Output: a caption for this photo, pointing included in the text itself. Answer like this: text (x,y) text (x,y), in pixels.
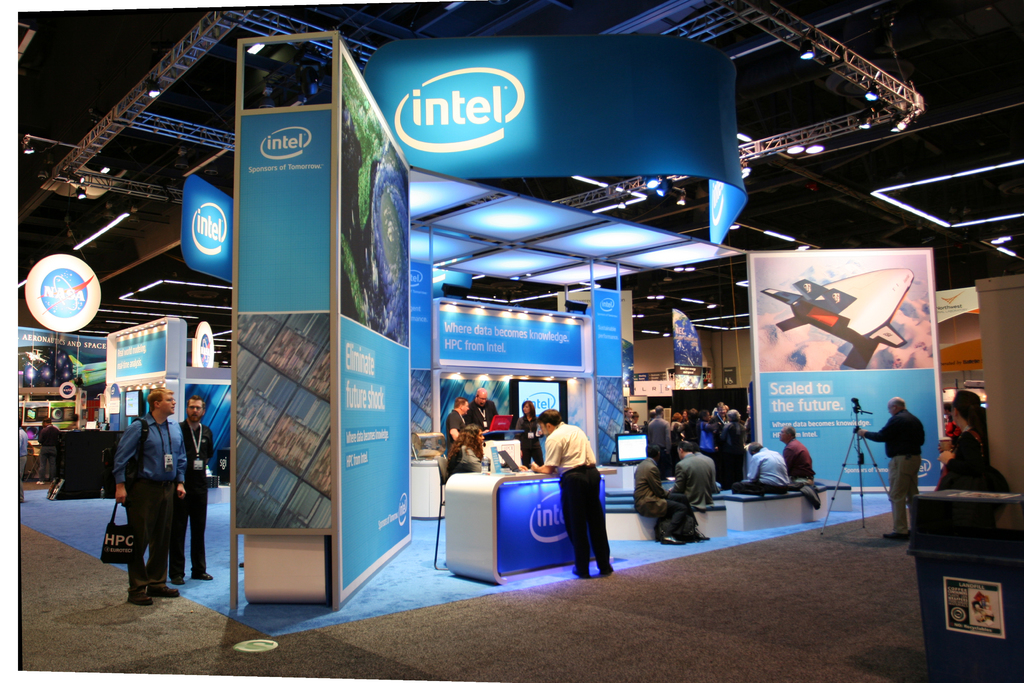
This is a picture of inside of the building (807,214), in this image there are some boards (285,460). On the boards (327,260) there is text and in the center (542,454) there are a group of people (917,438) who are standing and some of them are holding bags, and some of them are sitting and also there are some laptops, monitors (631,454), and some posters (680,345), lights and some other objects (83,402). At the bottom (721,577) there is floor (720,583) and on the right side of the image (935,552) there is a container (951,577), light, object (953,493) and at the top (960,25) there is ceiling (128,173) and some lights (83,190) and towers (911,103).
